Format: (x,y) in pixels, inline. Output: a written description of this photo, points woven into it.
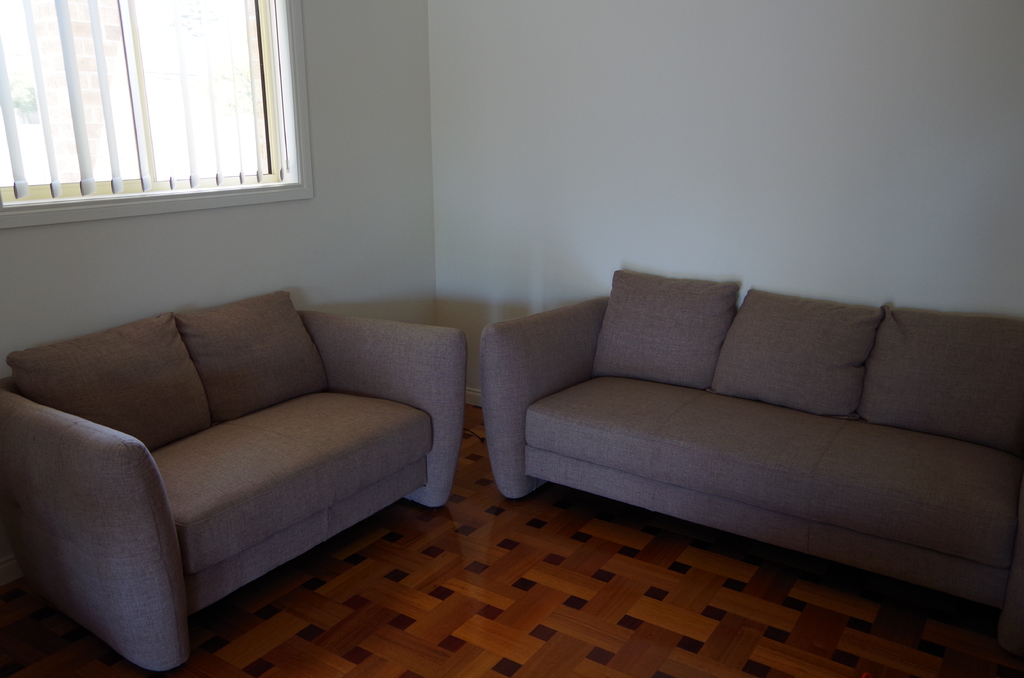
This picture is clicked inside a room (607,140). There are two couches (425,428) in the image. In the background (734,186) there is wall (822,166) and window (154,136) and window blinds (193,145) attached to it.
